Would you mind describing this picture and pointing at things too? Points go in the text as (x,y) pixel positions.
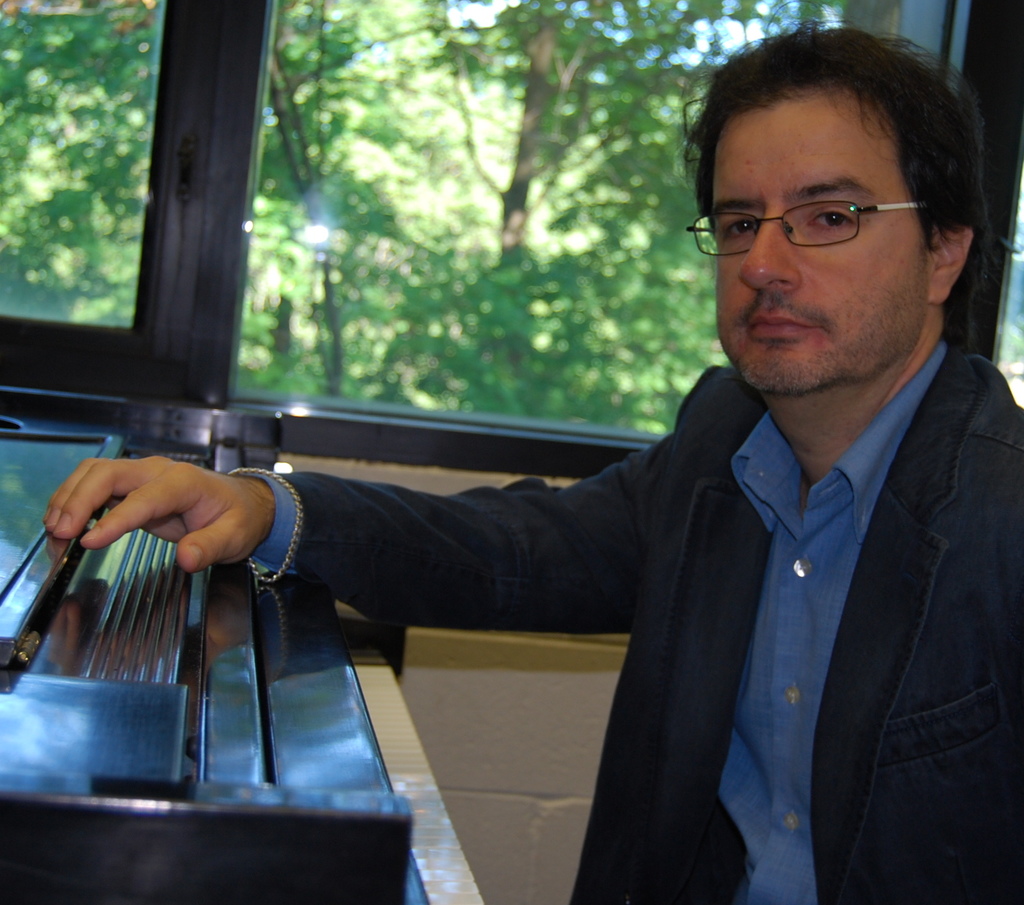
In this image I can see a man (829,568) is there, he wore coat (876,538), shirt (822,510), spectacles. In the middle (596,364) it is the glass window (306,162), outside this there are trees (269,309).
